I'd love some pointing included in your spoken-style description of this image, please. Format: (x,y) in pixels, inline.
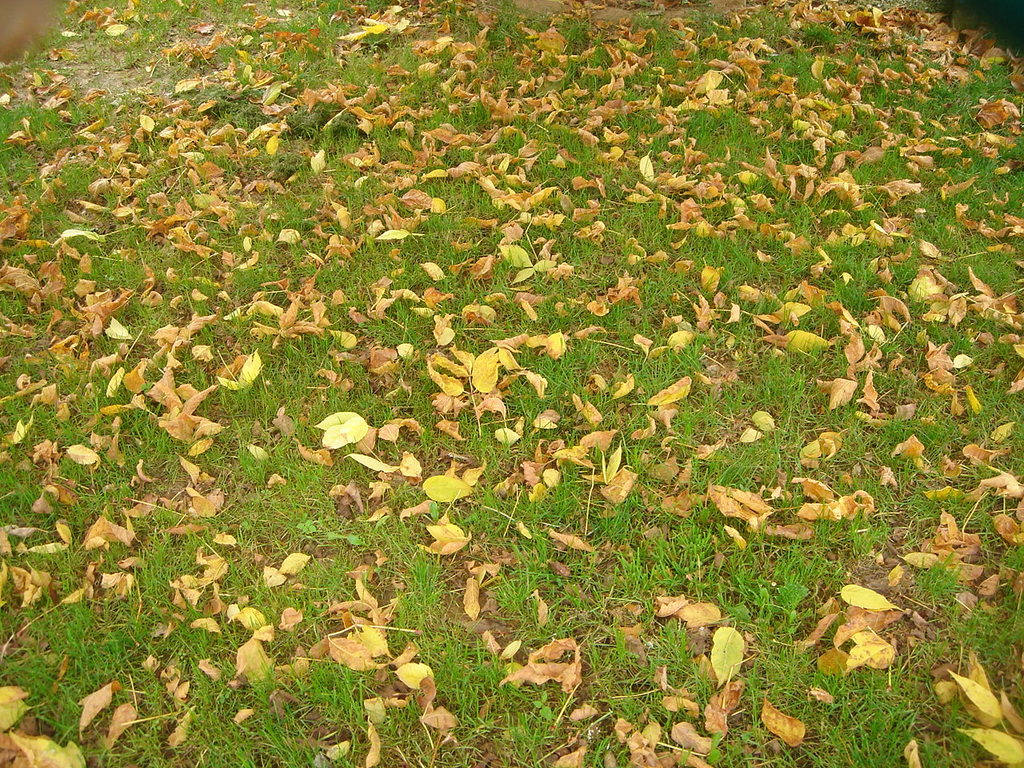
In this image, we can see ground (291,435) covered with leaves (359,456).
